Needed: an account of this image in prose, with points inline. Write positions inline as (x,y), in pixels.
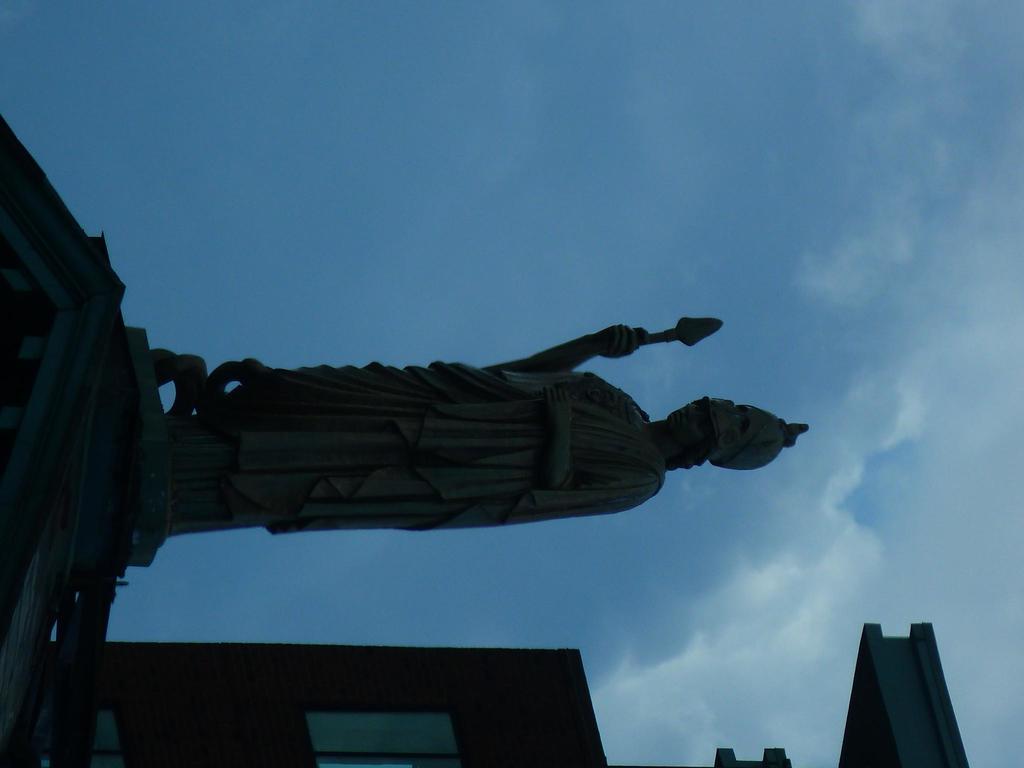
In this image in front (279,424) there is a statue (589,418). Behind the statue (632,474) there is a building (849,729). In the background (848,661) there is sky (646,261).
